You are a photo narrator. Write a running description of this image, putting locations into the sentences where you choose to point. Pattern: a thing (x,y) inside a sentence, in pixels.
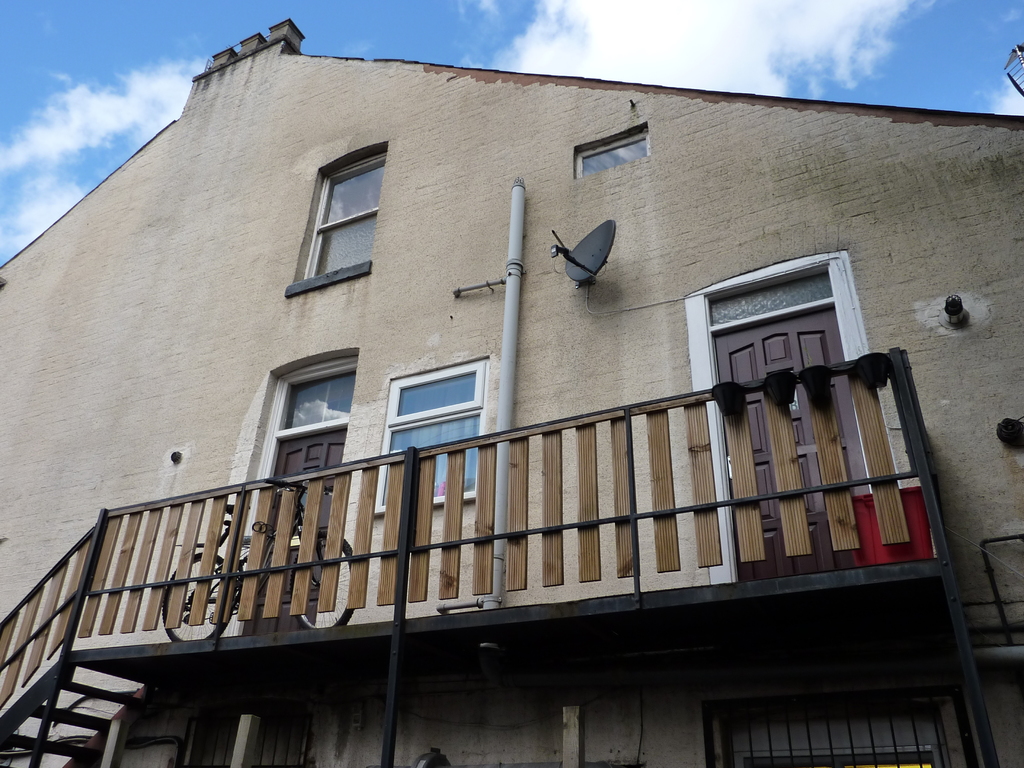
In this image we can see buildings (470,289) with windows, railing (555,538) and we can also see the sky (278,14).
